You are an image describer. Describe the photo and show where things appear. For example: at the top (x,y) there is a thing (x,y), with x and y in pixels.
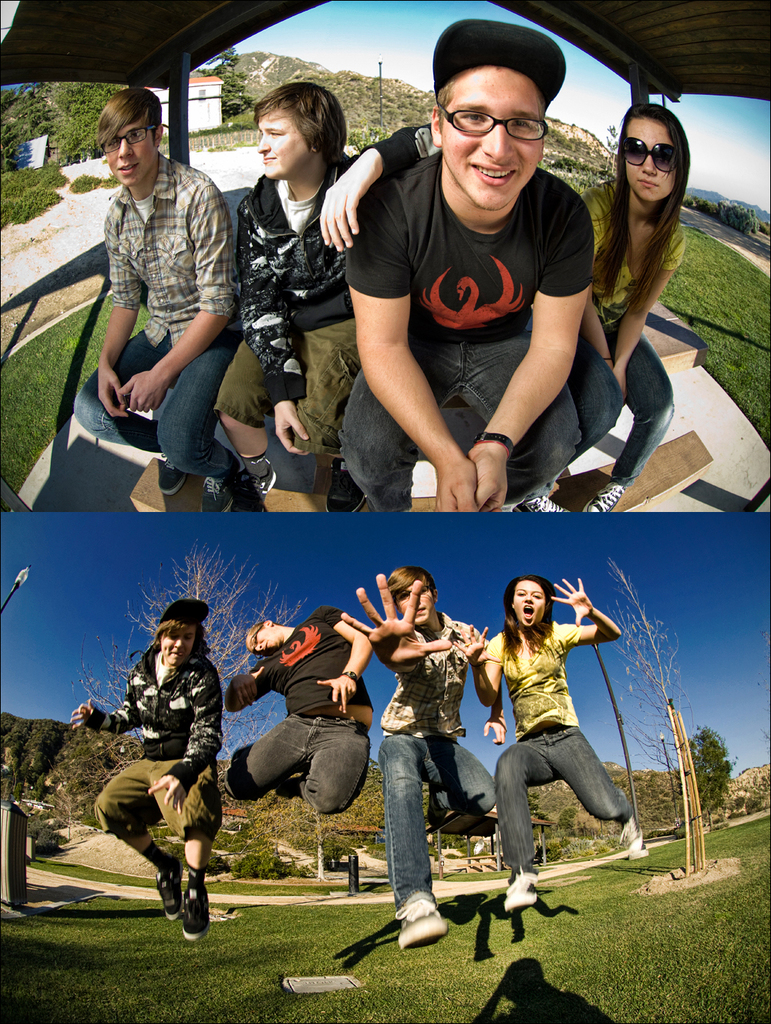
In the image there is a collage. At the top of the image (456,288) there are four people (475,281) sitting on the wooden bench (679,454). On the right side of the image (641,250) there is a lady (644,273) with goggles (630,144). And there are two men (166,162) with spectacles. There is a man (510,56) with a cap (531,59) on his head (475,72). On top of them there is a roof (659,52). Behind them there is a hill (333,87) with trees (225,109) and also there is a house (191,123). At the bottom of the image (318,970) there on the ground (359,971) there is grass (518,964). There are four people (512,777) jumping. Behind them in the background (657,795) there is a hill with trees (653,646).
